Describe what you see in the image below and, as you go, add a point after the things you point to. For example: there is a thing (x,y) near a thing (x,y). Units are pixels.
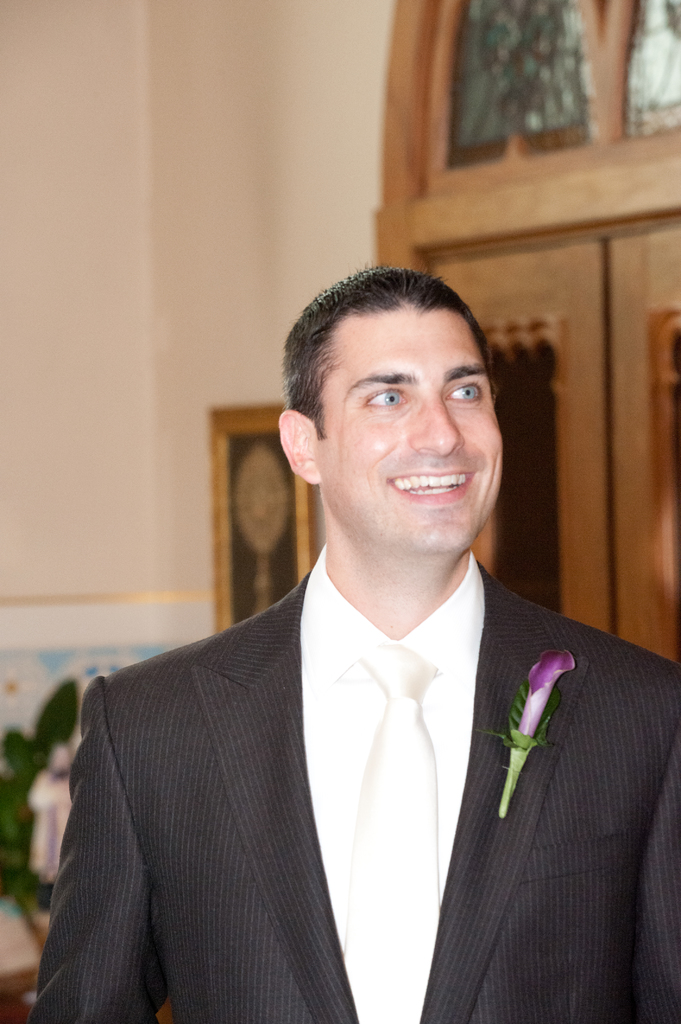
In this image there is a person (409,876) wearing a suit (255,773), there is a wall (180,423), there are photo frames (241,494), there is a door (602,533).
